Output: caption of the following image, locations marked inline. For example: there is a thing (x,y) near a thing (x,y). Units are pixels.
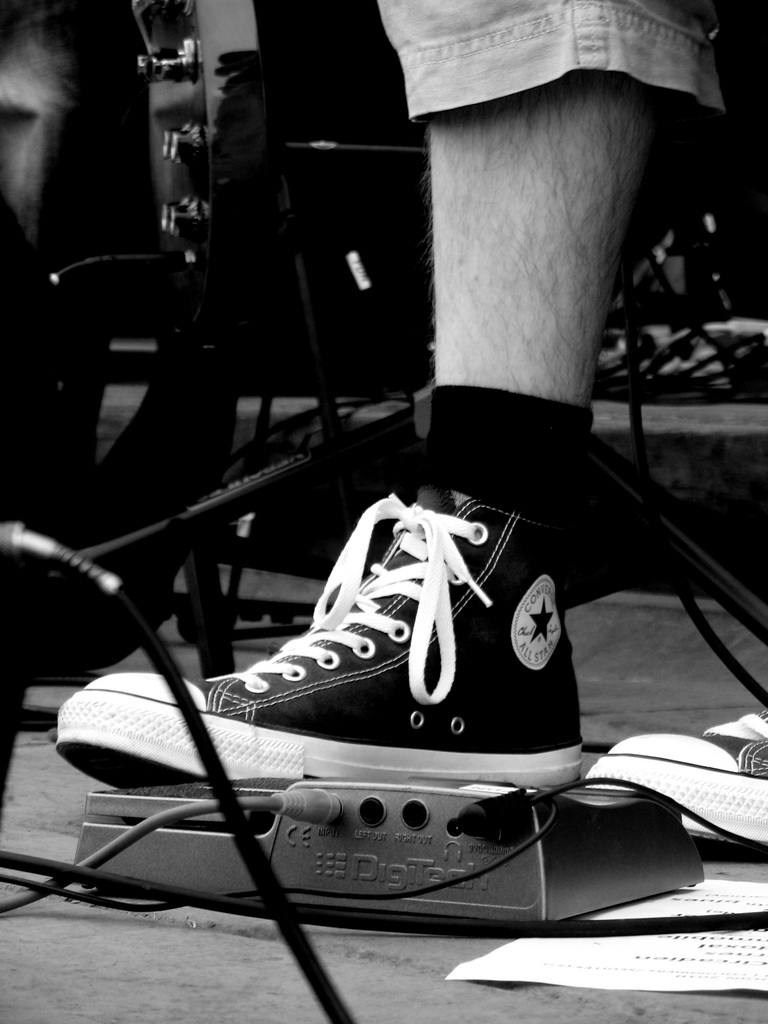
In this picture I can see a person leg (482,189) with shoes (270,722).
